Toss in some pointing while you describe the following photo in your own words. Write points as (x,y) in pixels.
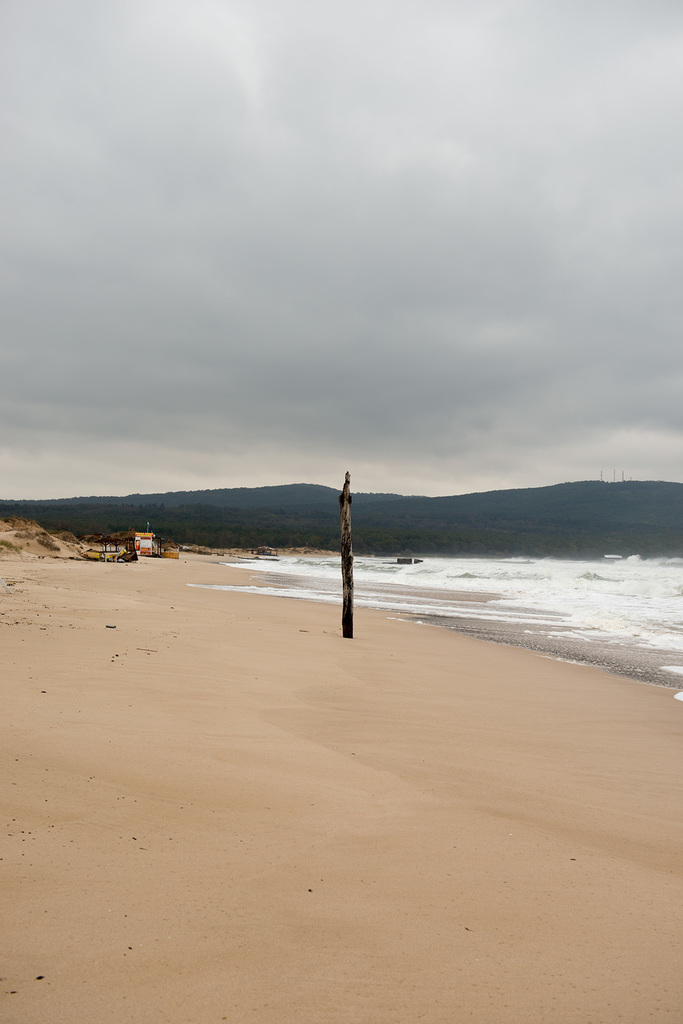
In this picture we can see water (487,574), in the background (527,527) we can find a boat (90,557) and few hills (522,517).
